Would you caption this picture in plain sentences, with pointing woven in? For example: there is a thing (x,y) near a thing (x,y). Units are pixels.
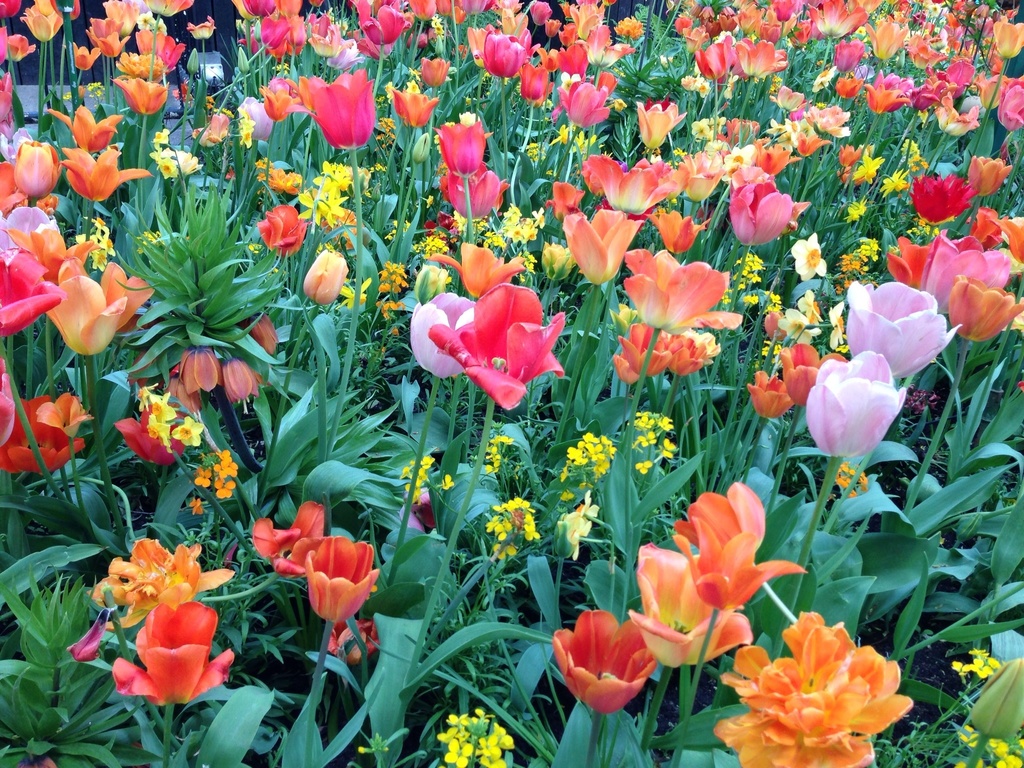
In this image I can see flower plants (397,301). These flowers (610,239) are having different colors.
